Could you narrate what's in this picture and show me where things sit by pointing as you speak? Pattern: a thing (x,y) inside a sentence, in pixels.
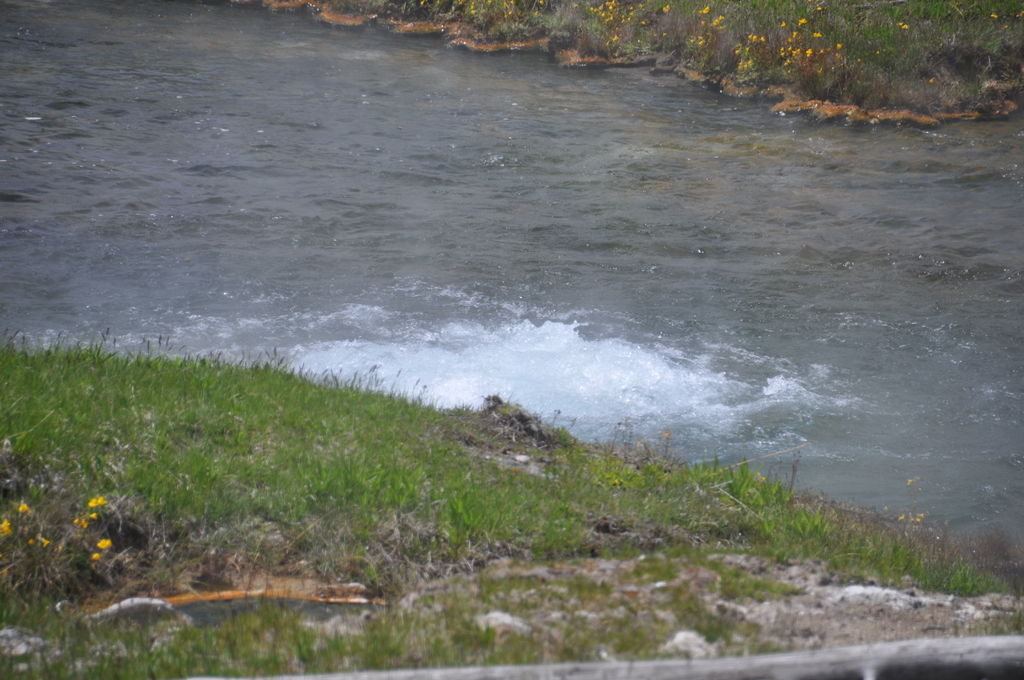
In this image, I can see the grass (343,508). At the top of the image (582,48), these look like the plants (829,52) with the tiny yellow flowers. I can see the water (388,248) flowing.
